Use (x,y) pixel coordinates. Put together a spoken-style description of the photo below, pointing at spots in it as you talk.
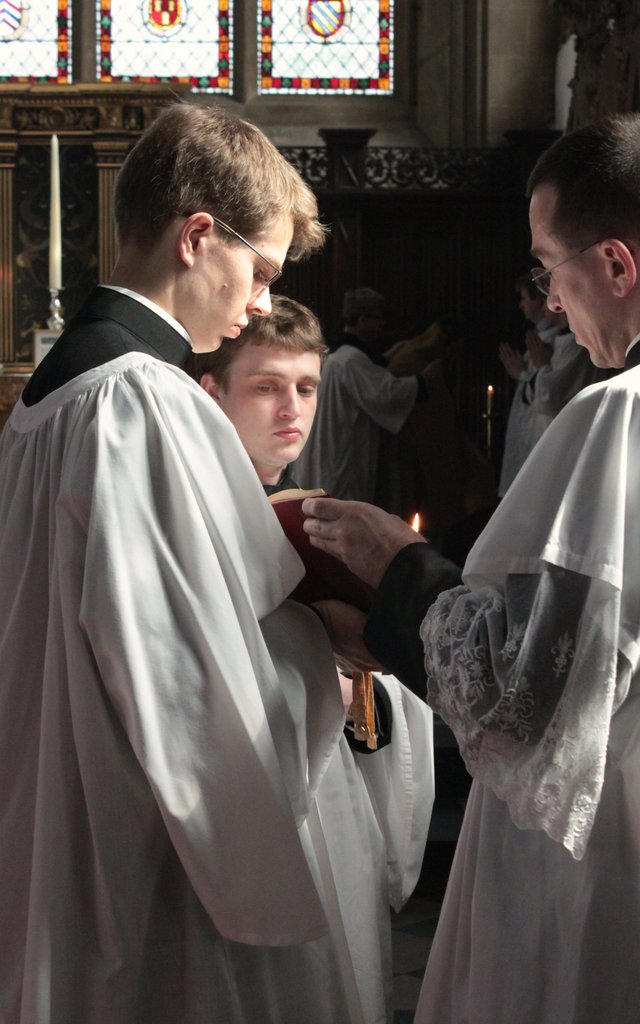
In this image there are group of persons (332,511) standing. In the background (223,57) there are windows (225,20) and there is a wall (486,91) and there is an object (392,232) which is black in colour.
